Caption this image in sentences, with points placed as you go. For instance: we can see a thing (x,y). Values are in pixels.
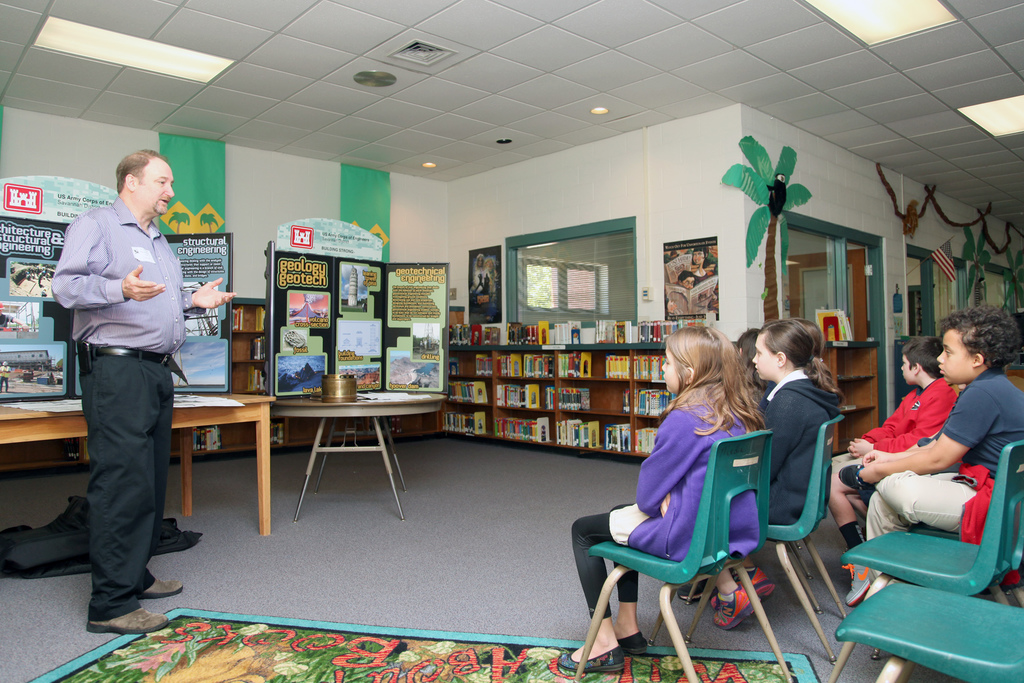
There are group of people (674,353) in the image. At the left side of the image (200,301) there is a person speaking to the kids (667,370) who are sitting on the chairs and at the middle of the image (353,360) there are books (450,368) and paintings (215,271). At the top of the image (865,12) there are lights (877,26).
